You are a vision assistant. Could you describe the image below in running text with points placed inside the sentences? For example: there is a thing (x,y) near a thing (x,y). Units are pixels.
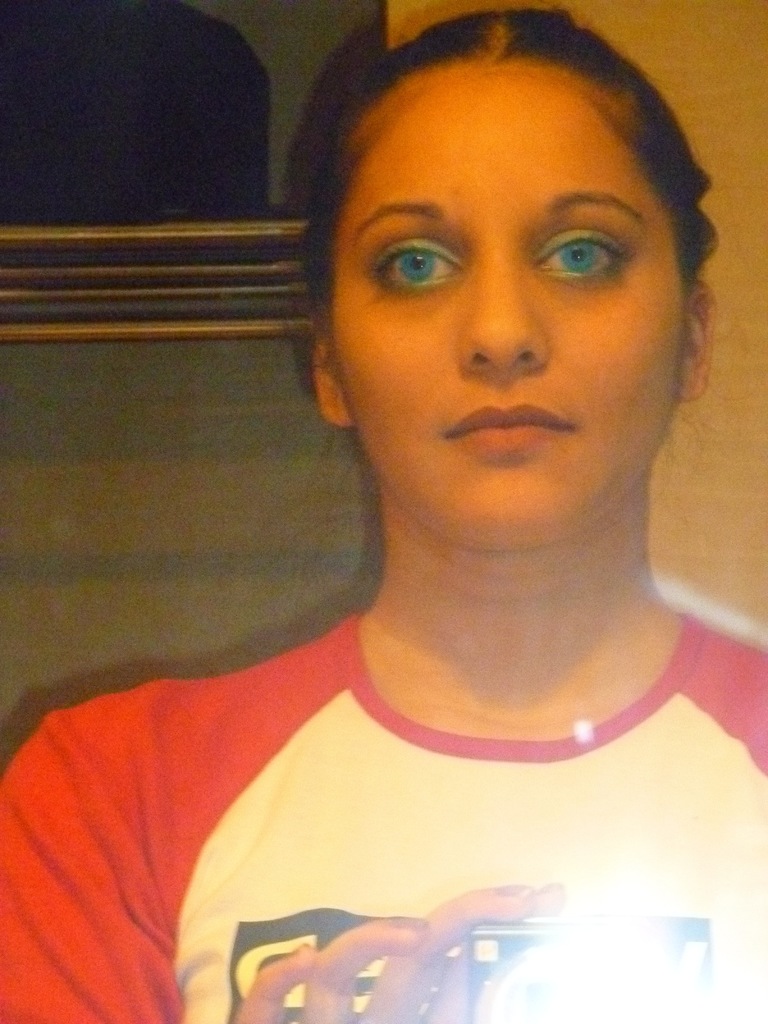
In this picture I can see a woman (368,308) who is wearing a t-shirt (245,814) and I see that she is holding a camera (599,957) and I can see the light (571,980) on the bottom right of this image (633,972).
